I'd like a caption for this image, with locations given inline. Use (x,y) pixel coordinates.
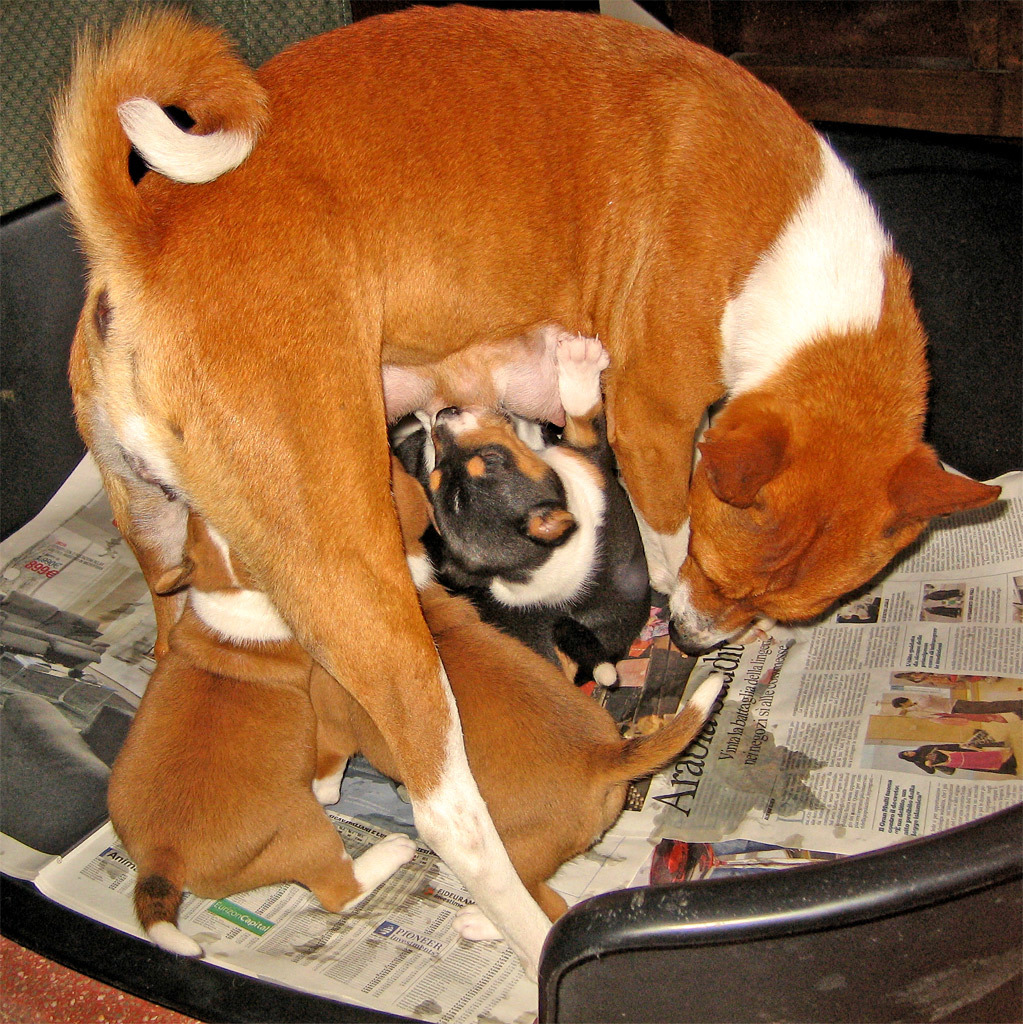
In this image I see a dog (385,179) which is of brown and white in color and I see few puppies (470,528) over here and I see the paper (113,648) on which there are pictures (986,766) and few words (741,728) and numbers (343,920) written on it and I see the black color thing (847,980) over here.
